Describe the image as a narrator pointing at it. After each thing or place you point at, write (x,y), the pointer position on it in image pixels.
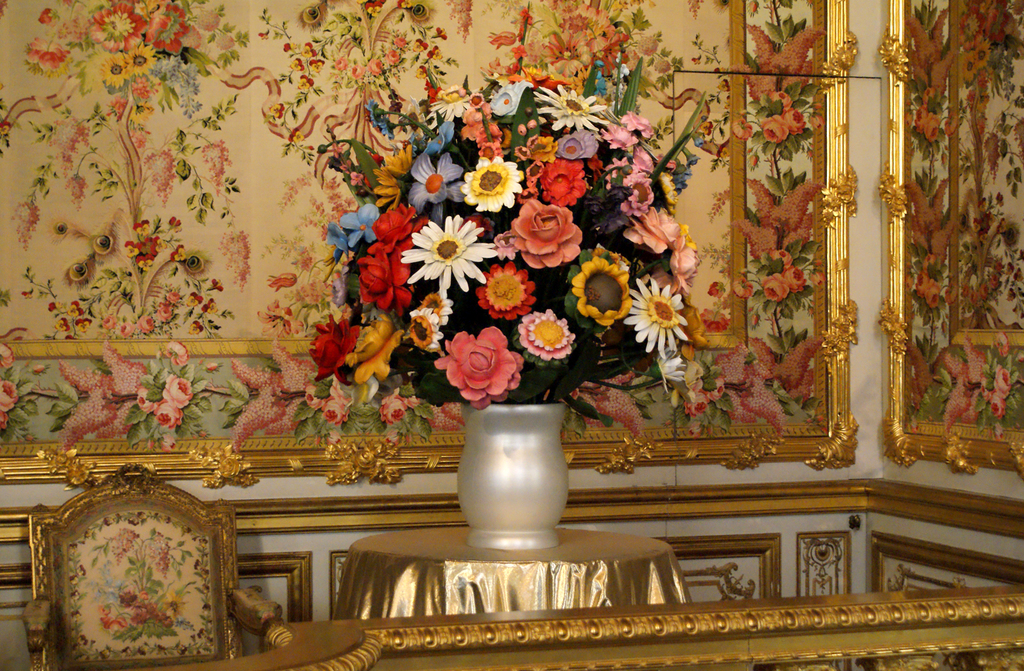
Here we can see a chair (198,577), table (529,596), cloth (678,598), and a flower vase (663,380). In the background (660,86) there are frames (896,69).
